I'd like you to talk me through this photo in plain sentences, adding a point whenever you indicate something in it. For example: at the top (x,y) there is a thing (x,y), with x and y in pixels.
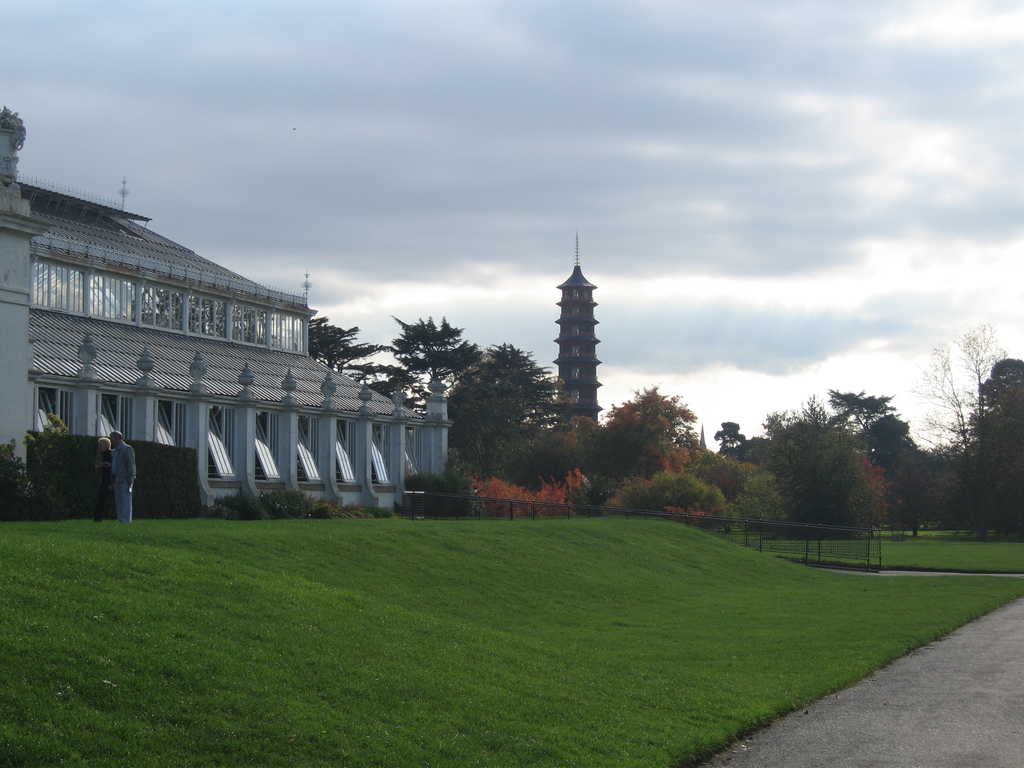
In the picture we can see a part of the path (945,693) and beside it, we can see a grass surface (874,611) on it, we can see some plants (679,503) and house (2,440) and near it, we can see a man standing and beside the house (362,398) we can see some plants (645,489) and trees (609,497) and some pillar construction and behind it we can see a sky (717,355) with clouds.
